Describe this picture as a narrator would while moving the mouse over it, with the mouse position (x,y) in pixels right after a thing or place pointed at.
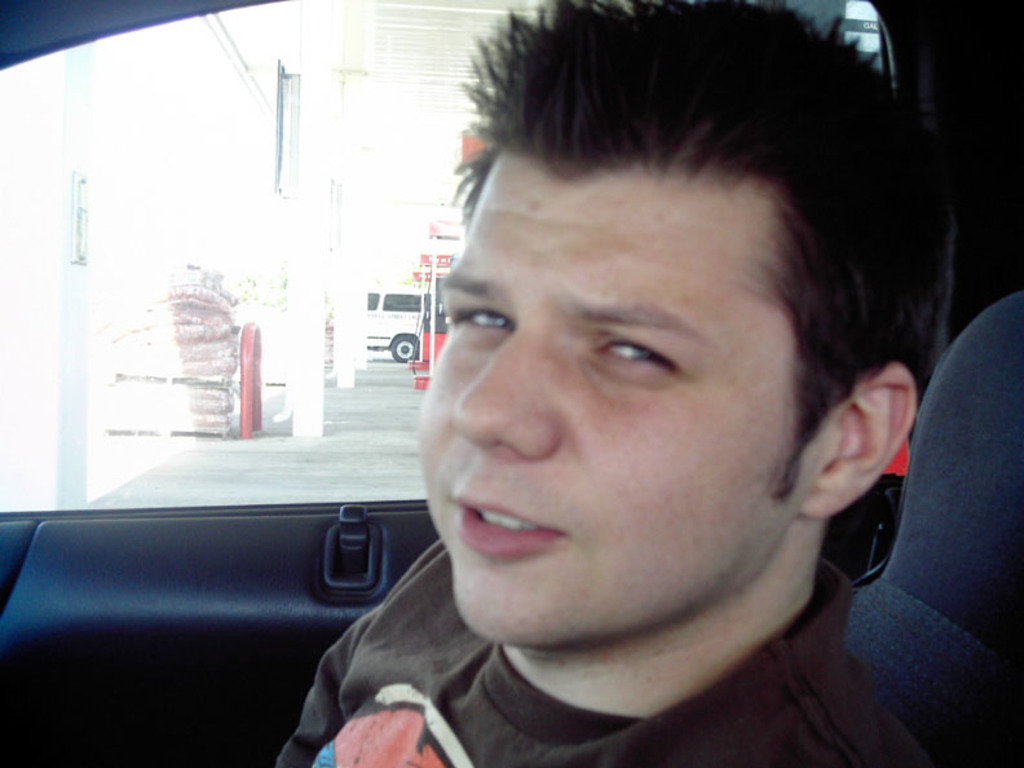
This image is taken in a car (282,680). In the middle of the image (526,371) a man (439,661) is sitting in the car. In the background (326,215) there is a window (175,182). Through the window (198,186) we can see there is a vehicle (382,344) parked on the floor (407,376) and there are a few objects (206,316).
